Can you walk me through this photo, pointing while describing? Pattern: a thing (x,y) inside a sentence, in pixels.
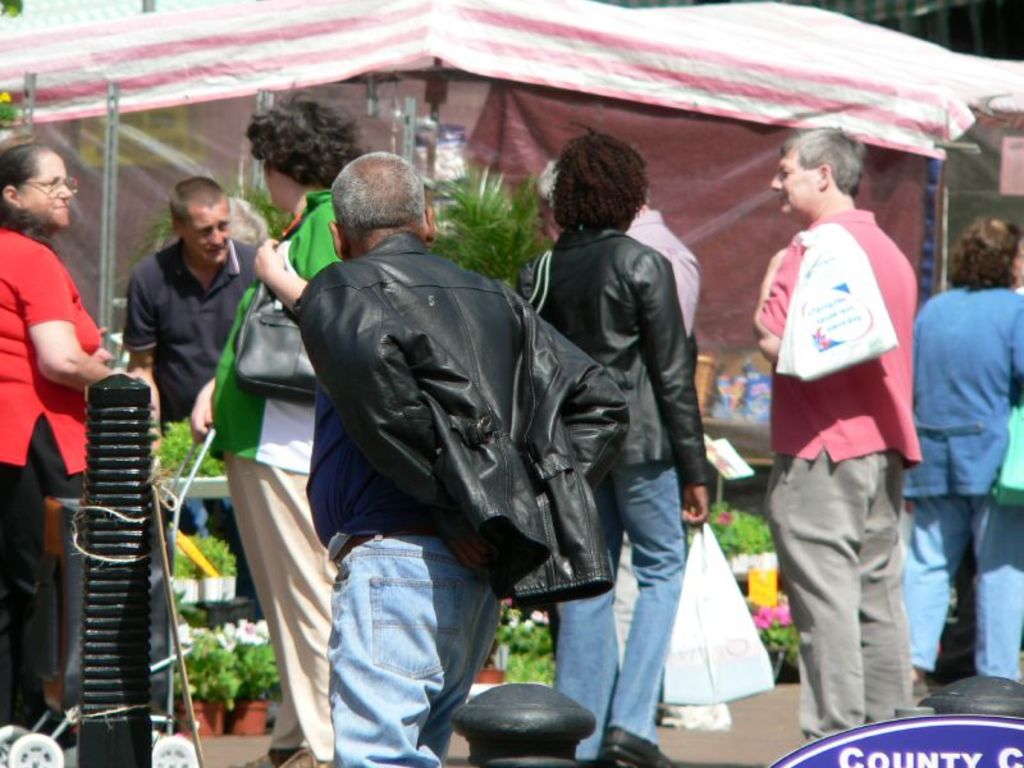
This picture is clicked outside. In the center (424,450) we can see the group of people (523,286) seems to be standing on the ground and we can see the bags (262,372), potted plants (784,618), flowers (784,618) and we can see the tent (568,104) and many other objects (138,630). In the bottom right corner (871,741) we can see the sign (977,752).
